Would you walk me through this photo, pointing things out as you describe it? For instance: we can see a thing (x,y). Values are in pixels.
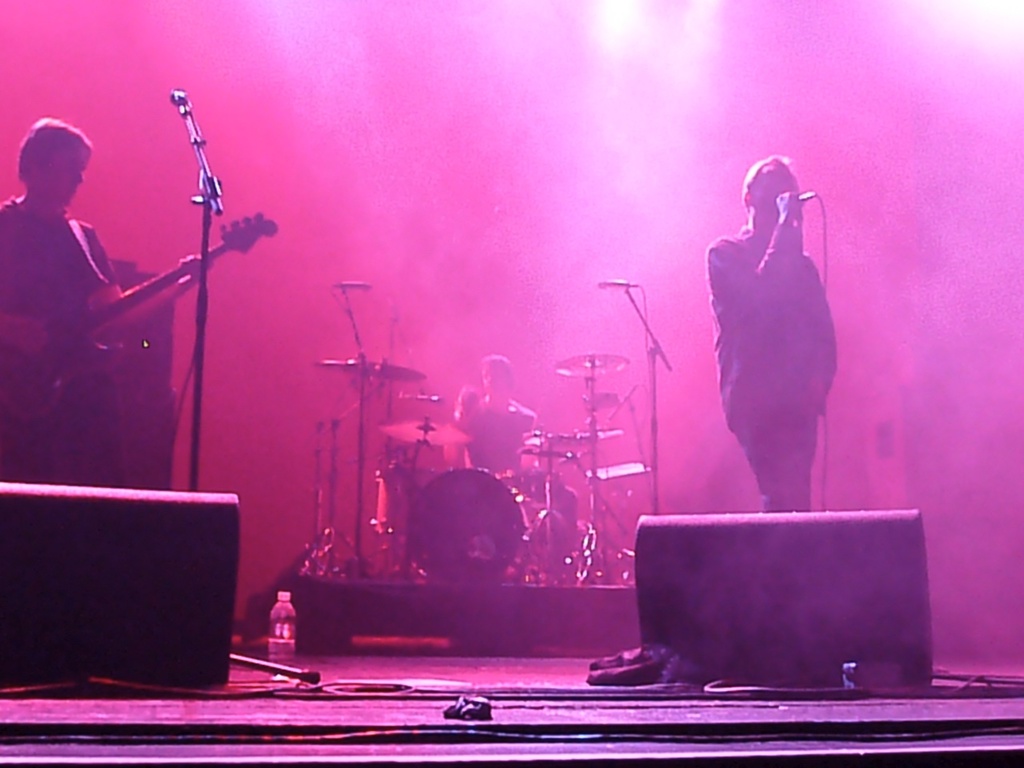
In this picture we can see three people (755,284) where two are standing on stage (588,638), bottle (288,657), guitar (46,351), mics (807,194), drums (459,519) and some objects (712,644) and in the background (531,281) it is blurry.
